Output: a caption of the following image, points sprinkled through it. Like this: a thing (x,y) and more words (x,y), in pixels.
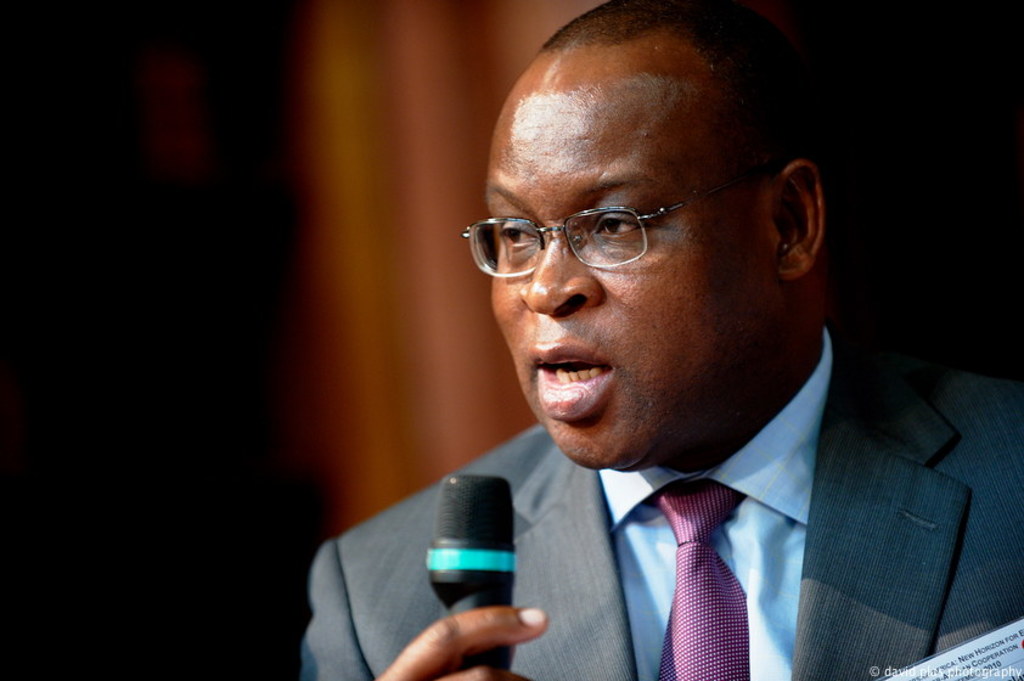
in this picture we can see a person (613,86) is standing and wearing a suit (585,618), and he is holding a micro phone (450,567) in his hand (508,615), and he is speaking.
